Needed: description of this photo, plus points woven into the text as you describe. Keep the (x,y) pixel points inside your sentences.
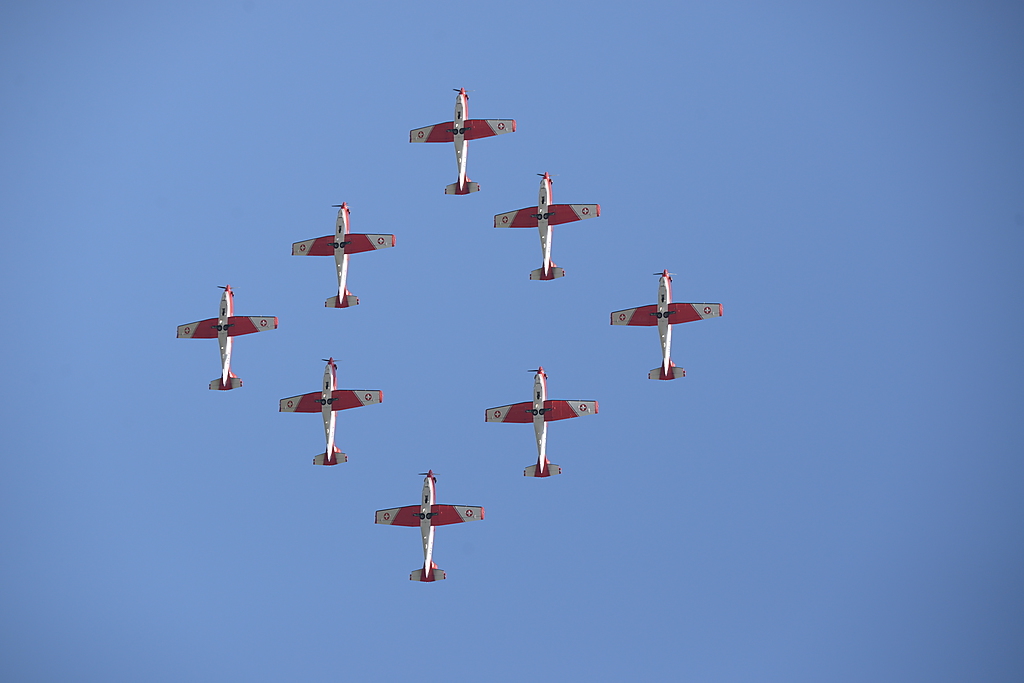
In the center of the image (369,403) we can see a few airplanes (508,407), which are in red and white color. In the background (449,399), we can see the sky (29,397).
